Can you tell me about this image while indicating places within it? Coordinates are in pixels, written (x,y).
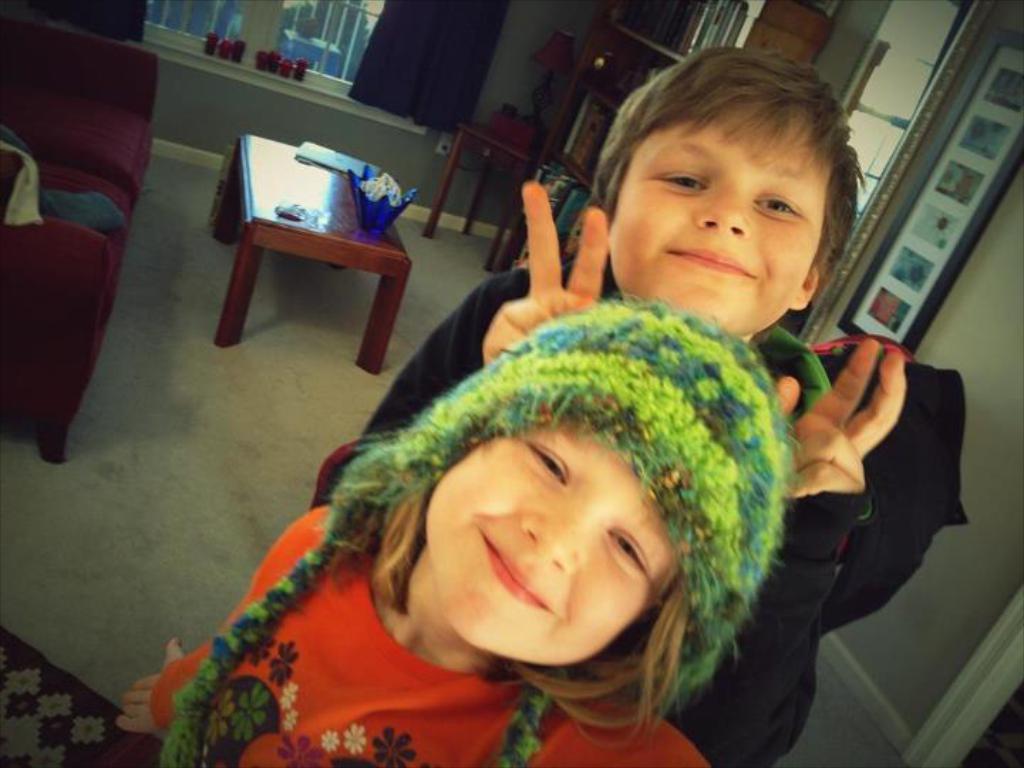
In this image, two kids (547,546) are standing. They are smiling. The background (90,147), There is a couch (136,178), wooden table (317,216) at the middle (364,340). Right side, lamp (542,112), table (506,145), bookshelf (674,44). On the right side (932,221), there is a photo frame (950,195), mirror (896,135), wall (1021,323). Top of the image (341,43), there is a window (333,53), curtain (370,50).
